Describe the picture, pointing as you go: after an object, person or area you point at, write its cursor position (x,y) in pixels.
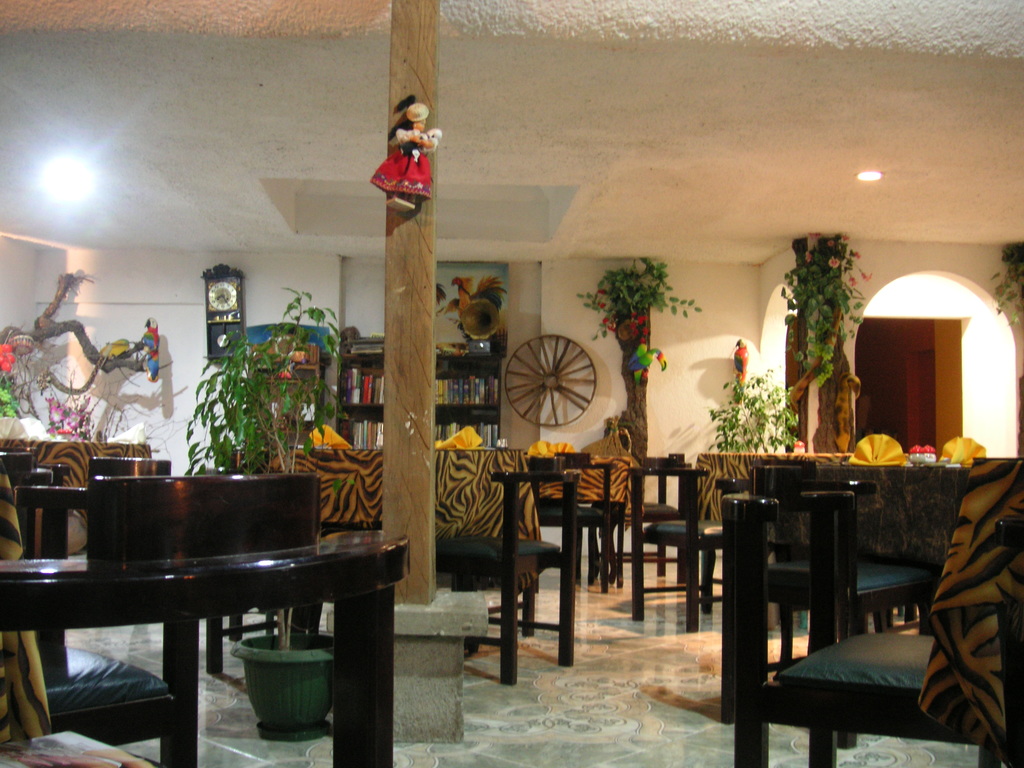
In the center of the image (679,491) there are chairs (173,491) and tables (329,562). At the top of the image (382,58) there is ceiling (553,96). There are plants (292,601). In the background of the image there is a clock (236,291) on the wall (256,289). There is a bookshelf (383,382). At the bottom of the image (499,735) there is floor (496,734).
